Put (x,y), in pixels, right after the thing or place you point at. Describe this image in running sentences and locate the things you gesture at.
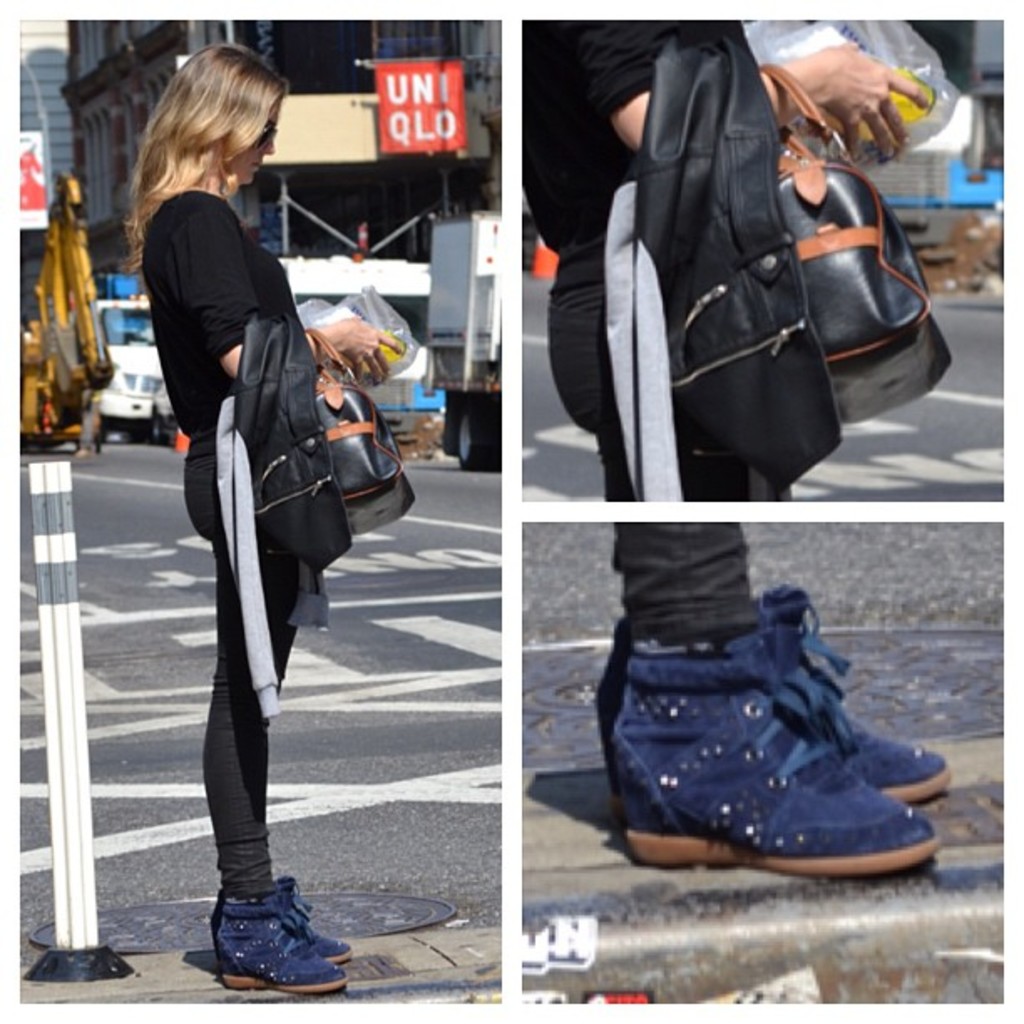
This is a collage image in this image there is a lady (204,256) standing. In the background of the image (112,94) there is a building (349,58). There is a banner (377,74) with some text (416,98). There are vehicles (117,317) on the road (158,451). To the right side of the image (773,600) there are shoes (772,615). There is bag (801,253).
